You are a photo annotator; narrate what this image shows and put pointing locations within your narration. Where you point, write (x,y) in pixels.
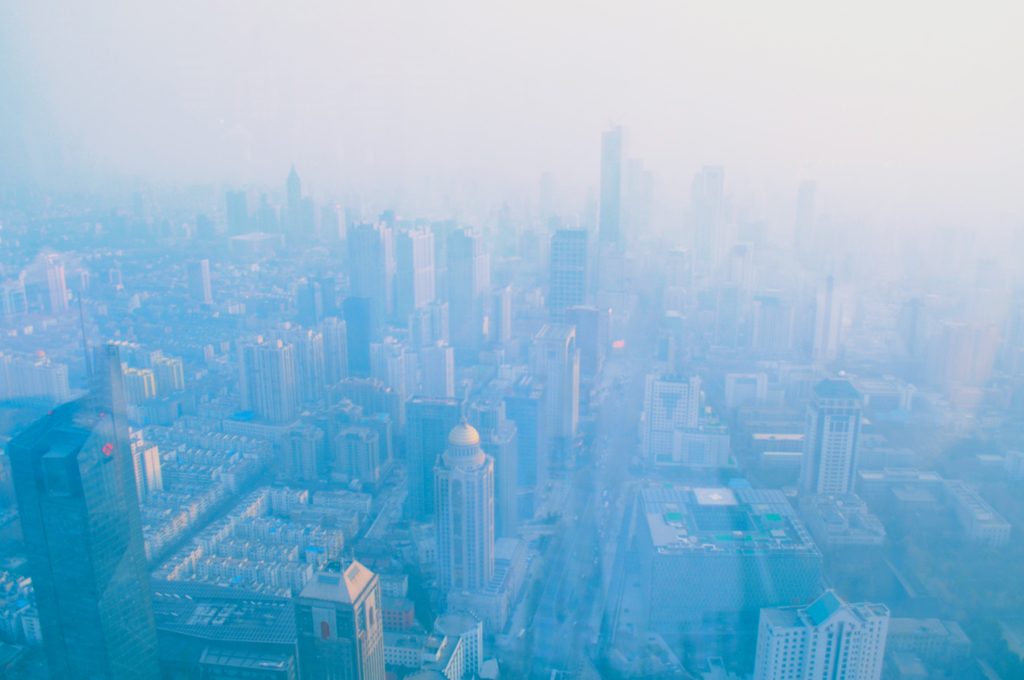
In this picture we can see buildings (175,370), there is a tower (611,179) where, we can see fog (733,137).
